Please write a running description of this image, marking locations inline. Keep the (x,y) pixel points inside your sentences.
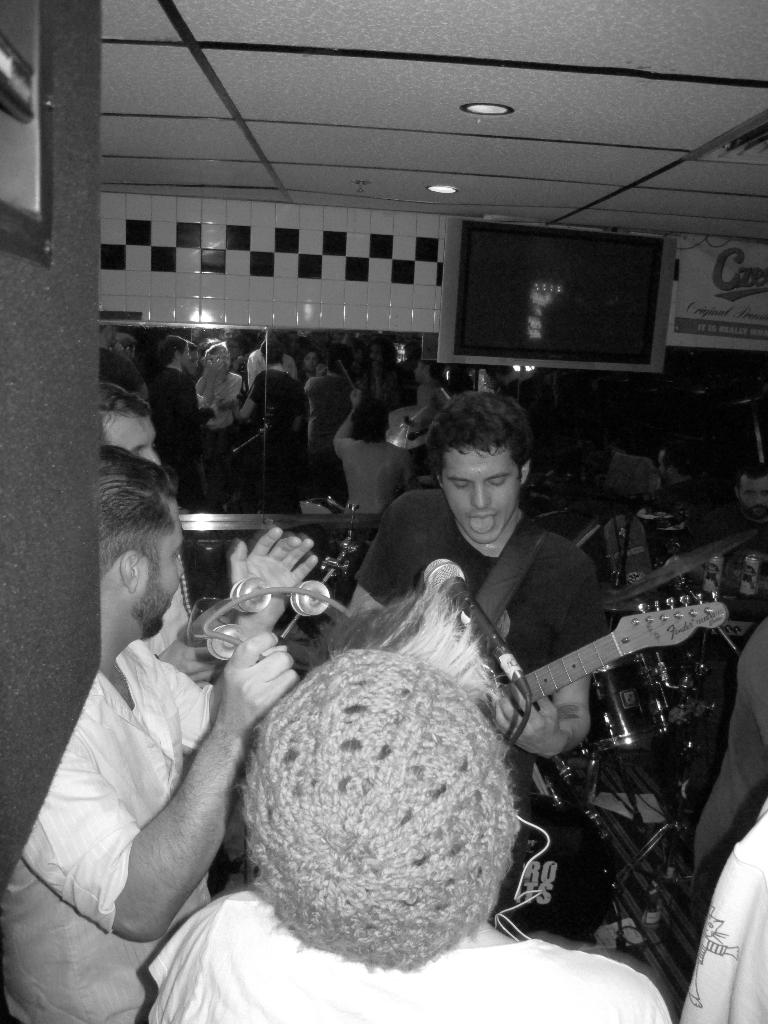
This is a picture of a group band (482,420). In the center of the image (463,523) there is a person (489,610) playing guitar (624,648). On the left (159,605) there is a person (79,802) playing a musical instrument (241,604). In the background (280,423) there is a mirror (238,423). On the top right (553,333) there is television (565,329). On the right (617,601) there are drums (645,669). On the top (397,177) there is ceiling (447,143) with lights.
